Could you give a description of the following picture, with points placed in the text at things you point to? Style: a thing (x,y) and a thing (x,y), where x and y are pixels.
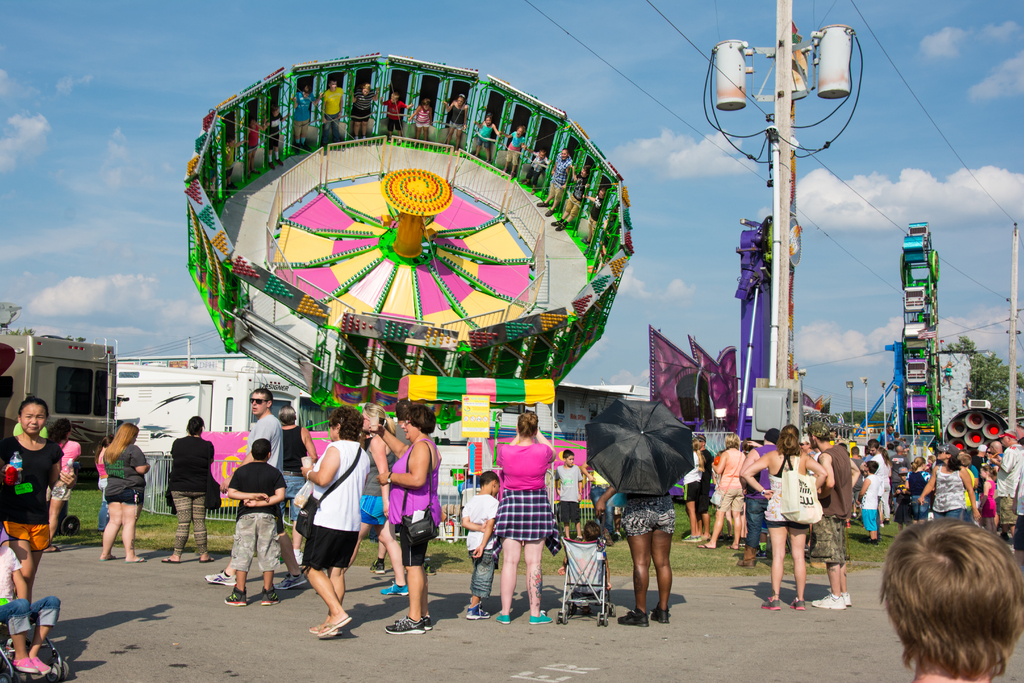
In the foreground of this image (139,541), there are persons (36,529) standing on the roads (397,602) and we can also see two kids (40,626) sitting on the strollers (579,574). In the background (716,379), there are few poles (1013,393) and amusement rides (304,254) in the exhibition. Few vehicles (97,391) in the left middle (45,394). Sky (186,154) and the cloud (117,167) on the top (106,176).
